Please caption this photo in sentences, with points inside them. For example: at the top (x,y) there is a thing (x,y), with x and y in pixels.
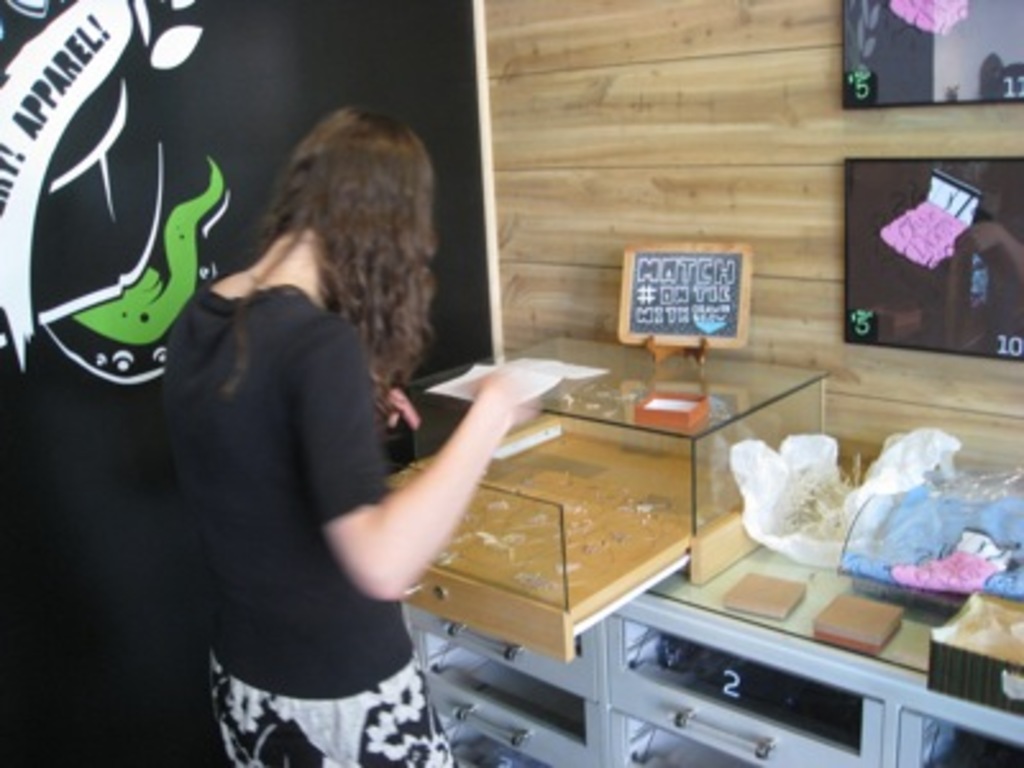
This picture is taken inside the room (569,640). In this image, on the left side (73,271), we can see a black color board (141,459), on the board (103,105), we can see some text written on it. On the left side (335,337), we can see a person (270,398) wearing a black color shirt (300,634) is standing in front of a table (505,511). On the table (516,520), we can see some papers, glass (652,427), board (744,335), on the board (680,274), we can see some text (724,306) written on it. On the right side (826,642), we can also see another table (897,718), on the table (811,691), we can see some objects (947,669) are placed. In the background (758,240), we can see a wood wall (606,245), on the wall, we can see two photo frames (1016,165) are attached to it.
